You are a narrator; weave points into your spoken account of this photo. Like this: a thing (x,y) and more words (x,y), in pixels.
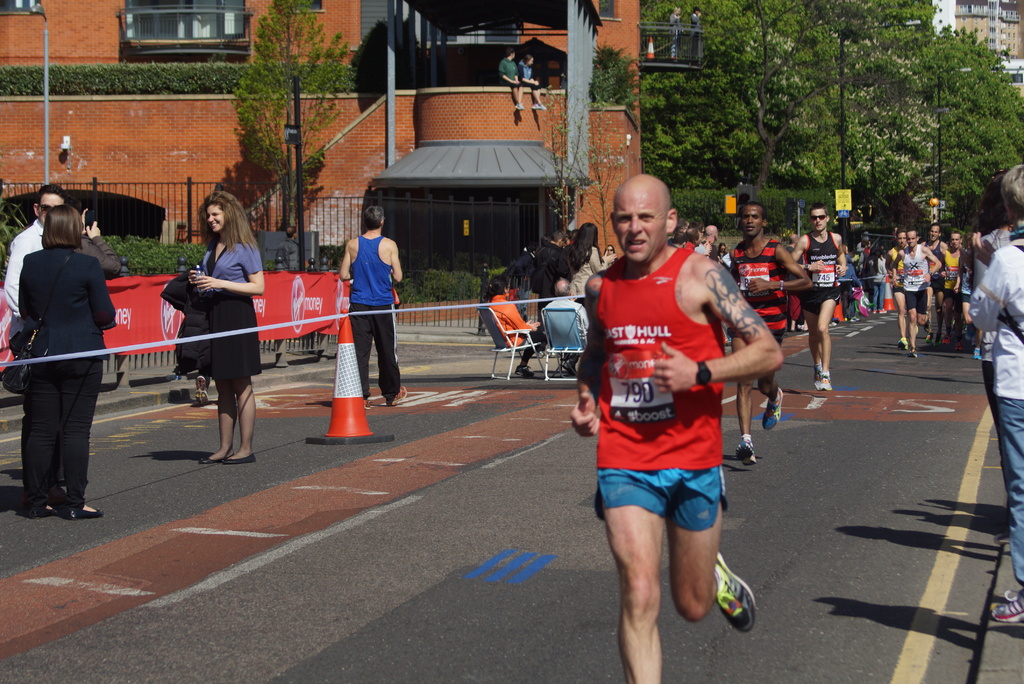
On the right side of the image (938,343) we can see people (669,305) running. On the left (58,235) there are people (95,293) standing and some of them are sitting. In the background (174,227) we can see buildings (627,132), trees (846,117) and fence (351,211).
